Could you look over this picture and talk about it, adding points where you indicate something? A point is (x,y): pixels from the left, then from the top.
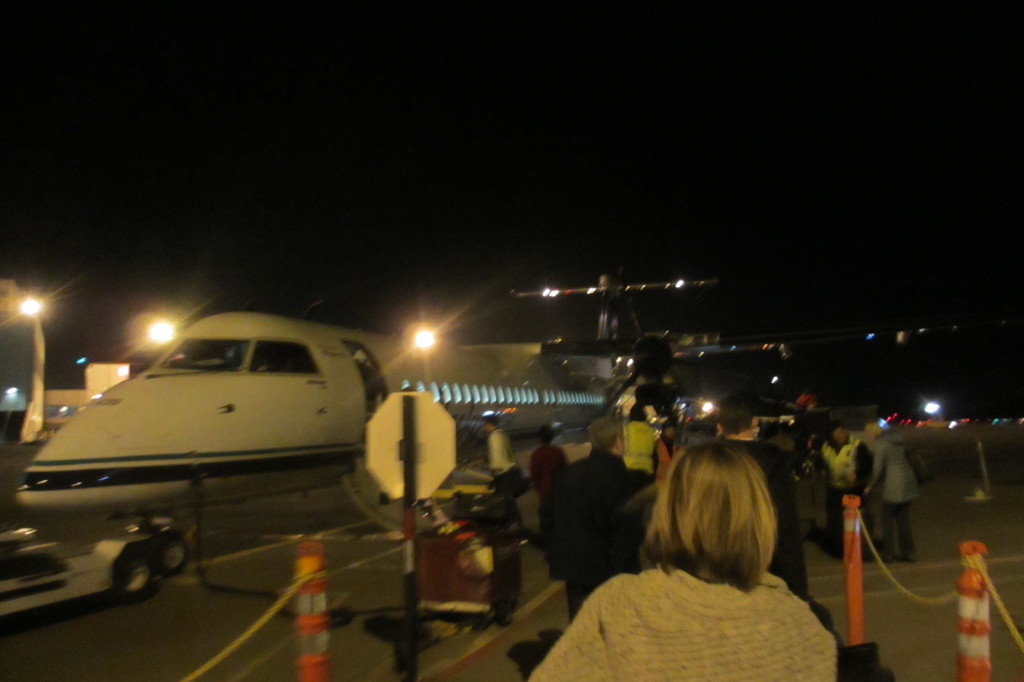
In this image, we can see an aeroplane (245,386), few poles (980,650), ropes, people (590,554) and lights (15,403). Background (984,138) it is dark view.
